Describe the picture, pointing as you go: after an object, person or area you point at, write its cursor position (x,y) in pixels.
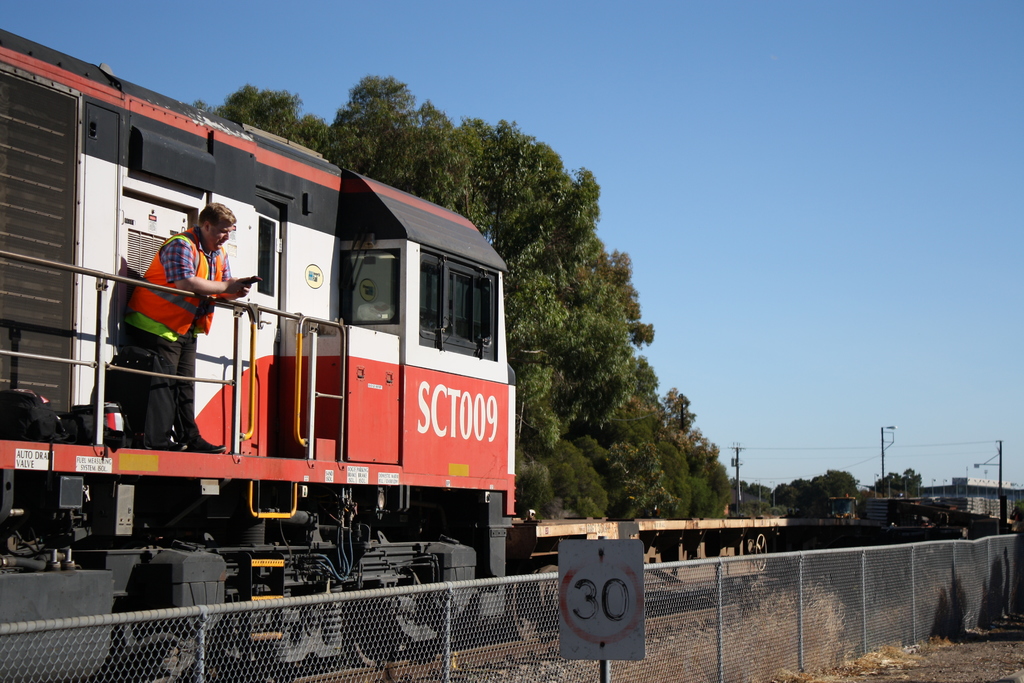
In this image, at the left side (264,415) we can see a train (320,221), there is a man (146,290) standing in a train (119,309), there is a fencing (428,636) and there are some green color trees (612,393), at the top (810,189) there is a blue color sky (745,219).
